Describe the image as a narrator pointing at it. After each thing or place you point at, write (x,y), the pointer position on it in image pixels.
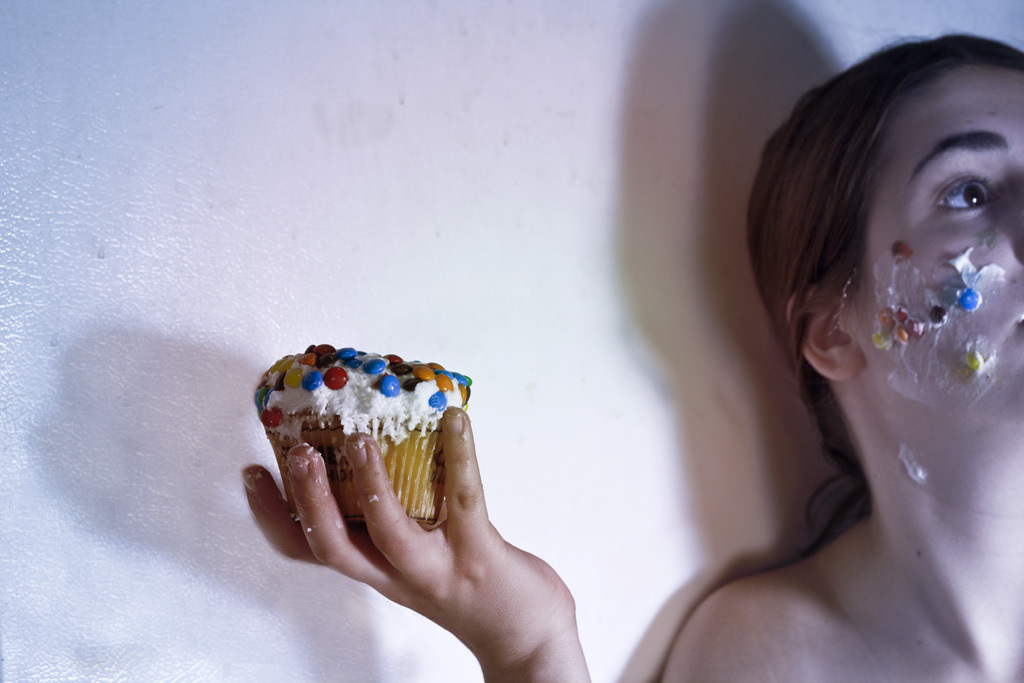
In this picture we can see a person (929,421) is holding a cupcake (344,426) and on the cake (348,391) they are looking like candies (346,374). Behind the person (825,300) there is the wall (526,279).
